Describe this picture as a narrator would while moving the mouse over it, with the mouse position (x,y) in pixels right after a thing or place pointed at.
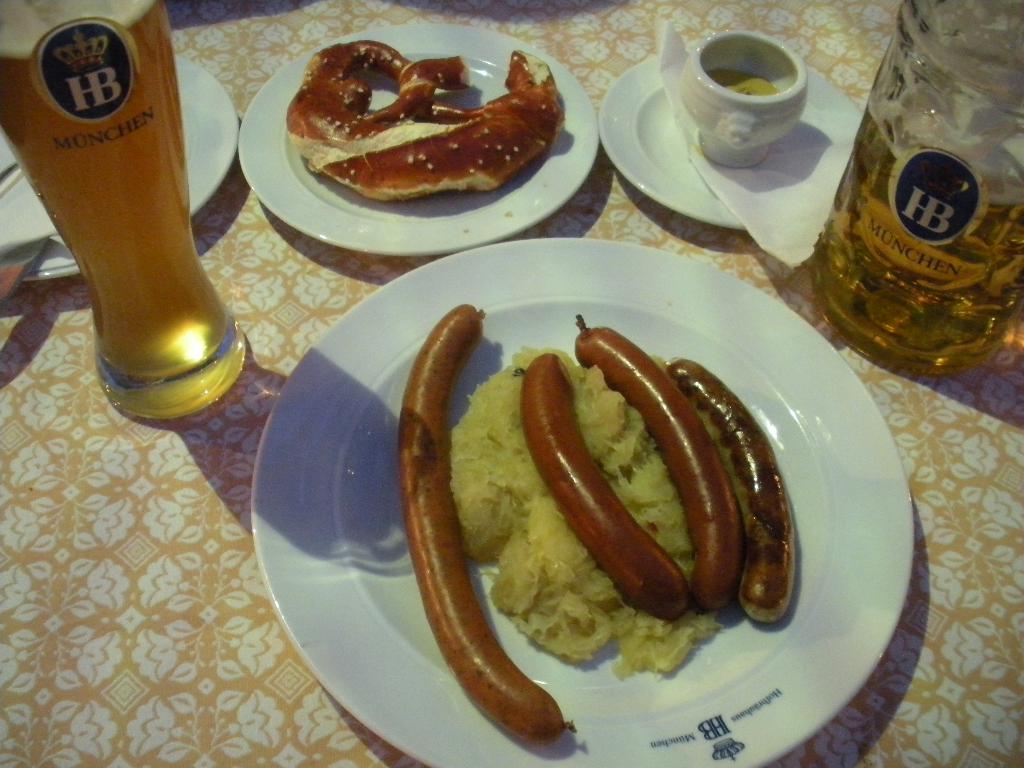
In this image I can see a table (135,538) and on the table (153,444) I can see a bottle (921,257), a glass (186,205) with liquid (142,180) in it and few plates (238,142) with food items (553,529) in them. I can see a small bowl (756,135) with a food item (740,76) in it.
